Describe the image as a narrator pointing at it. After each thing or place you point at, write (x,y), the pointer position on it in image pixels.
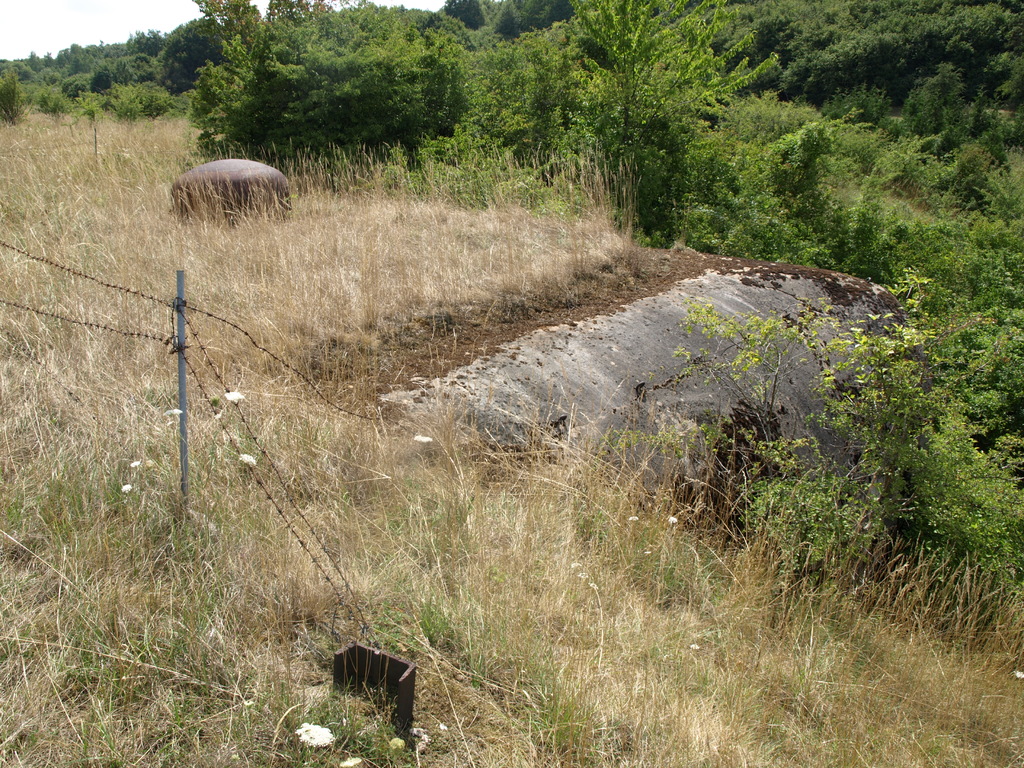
In this image there is a fence (186,438) in the middle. At the bottom (147,668) there is grass (165,504). On the right side (759,369) there is a rock (536,357) on which there is sand (490,324). In the middle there is a stone (286,197). In the background (498,141) there are trees (683,132).
